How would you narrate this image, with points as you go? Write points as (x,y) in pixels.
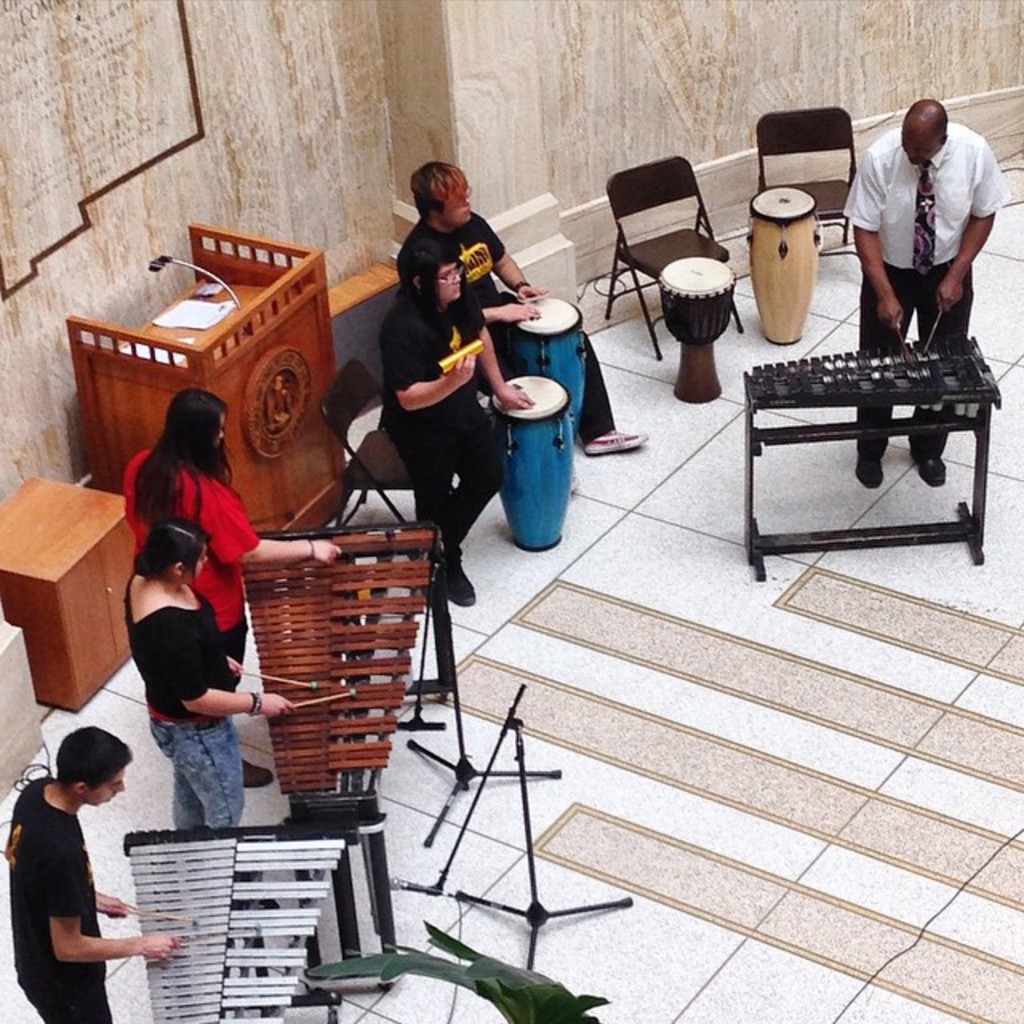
This looks like a musical concert. Here there are many people (192,662) who are playing musical instruments (432,527). one who is on the right side (872,247) corner is playing xylophone (832,393). and persons (425,285) with black shirts (483,225) are playing drums (553,364). There is a podium (289,334) here, the mic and papers (210,312) there are persons (175,615) playing musical instruments (265,535), they are women (164,575). there downside corner here a person (150,948) is playing some musical instrument (217,910), here there is a mic (432,594) also. There are two chairs (655,192). drums (679,277) are placed near two chairs (686,235).
